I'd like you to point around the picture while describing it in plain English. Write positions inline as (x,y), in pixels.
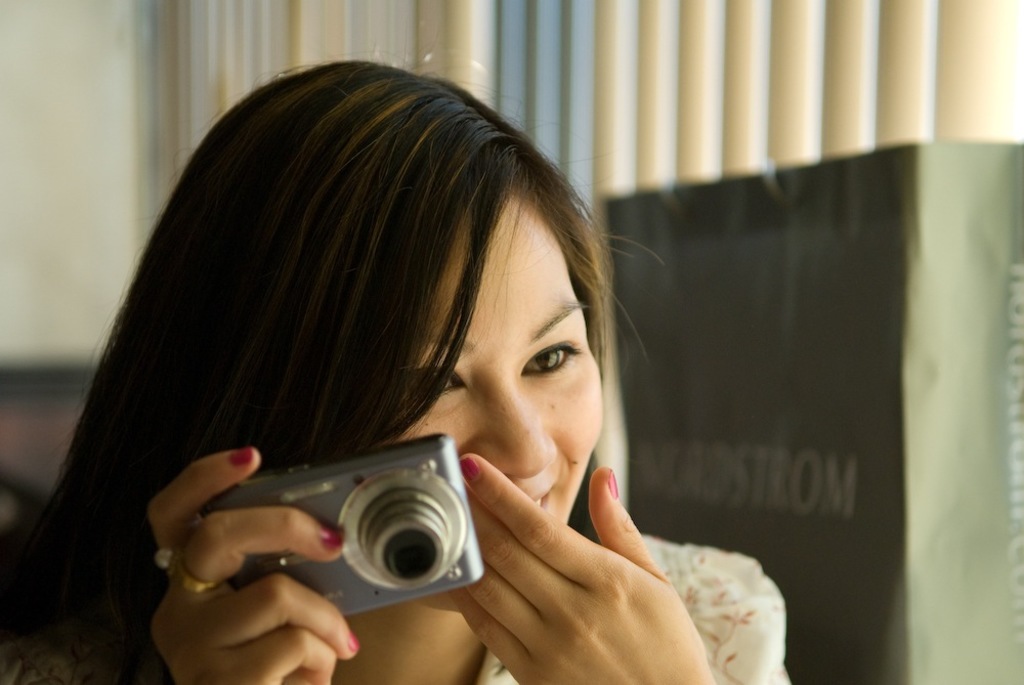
In this image we can see a woman (314,603) holding a camera (323,501) in her hand (275,618). In the background (854,401) we can see a bag (792,361).
